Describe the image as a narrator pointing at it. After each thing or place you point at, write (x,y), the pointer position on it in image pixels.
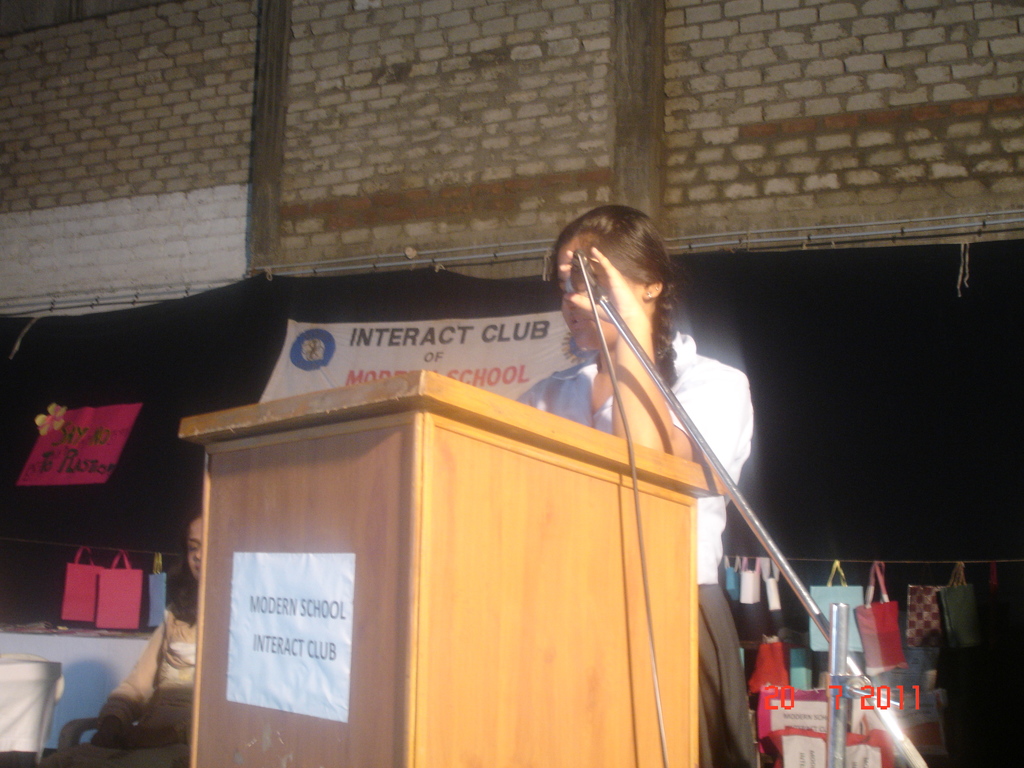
In this image in the center (609,335) there is one girl (706,567) who is standing and she is holding a mike (599,324). In front of her there is one podium (324,470), on the background (157,272) there is a wall (383,86) and in the center (495,308) there is a black curtain (882,376). On that curtain (273,334) there is one board (344,337) and on the left side (155,684) there is one person (159,635) who is sitting and on the right side (938,611) there are some objects (888,652).
